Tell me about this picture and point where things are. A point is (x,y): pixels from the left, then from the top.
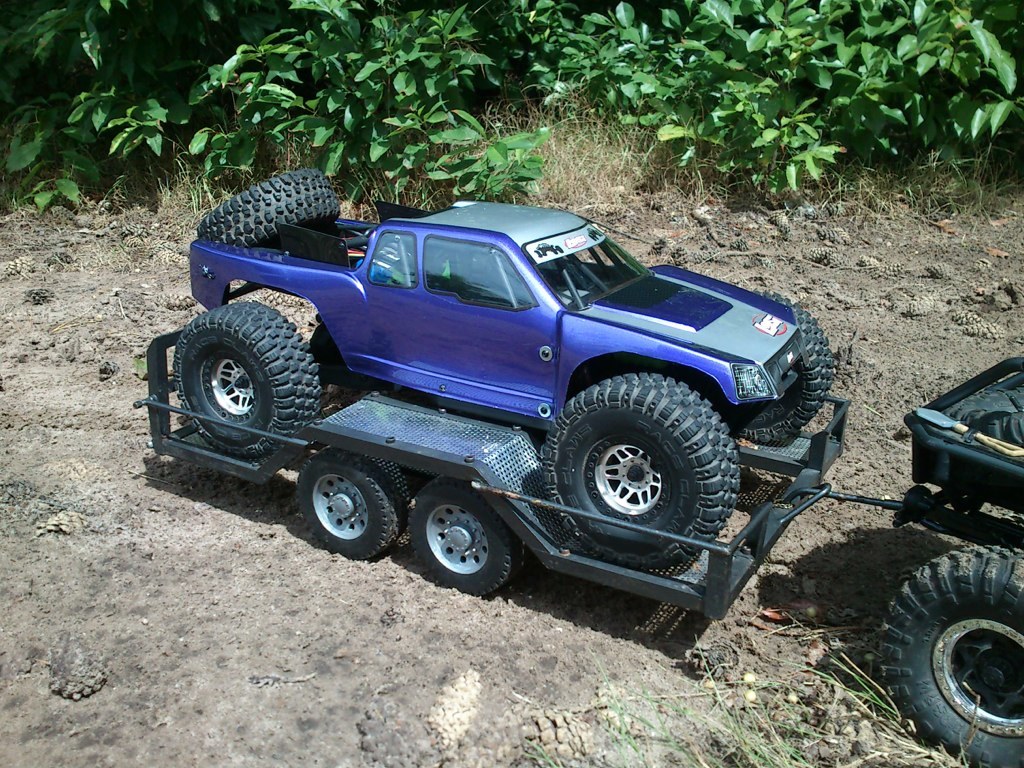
In this image we can see vehicles (313,232) on the ground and there are trees (602,88) in the background (421,69).
